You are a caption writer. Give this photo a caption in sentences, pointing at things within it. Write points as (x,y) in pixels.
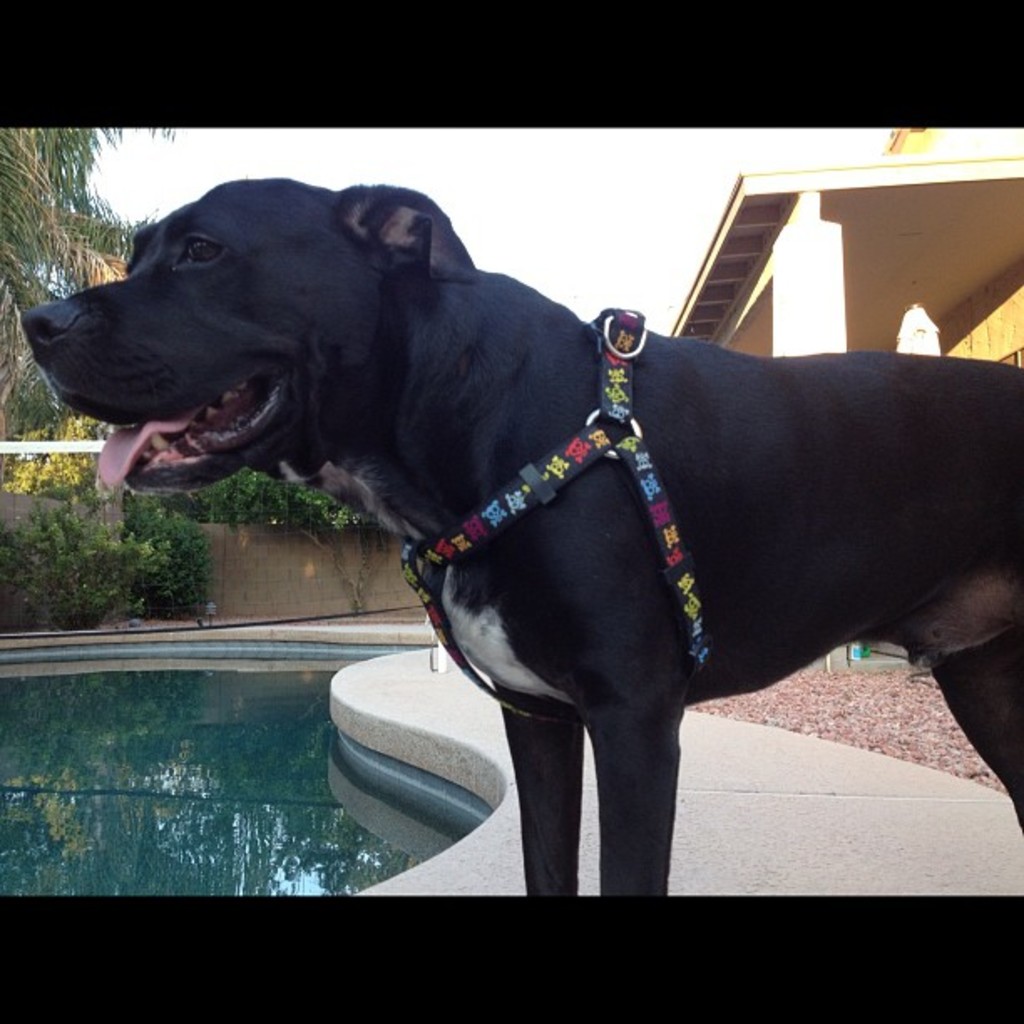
There is a dog (636,763) standing beside the swimming pool (47,812), beside that there is a building (976,271) and also so many trees (86,145).
